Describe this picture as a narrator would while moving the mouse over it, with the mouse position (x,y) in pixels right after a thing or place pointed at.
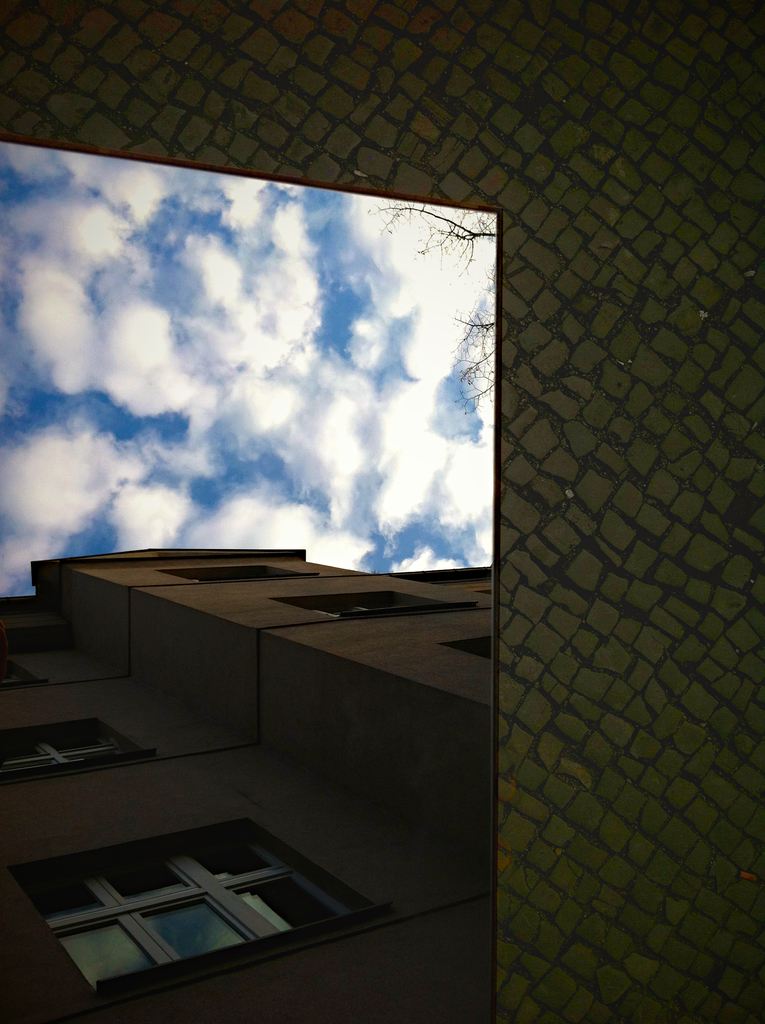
On the left side (210,671) we can see a building (187,806) with windows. In the background (159,376) there is sky (106,291). On the right side (551,177) there is a wall (568,788).
